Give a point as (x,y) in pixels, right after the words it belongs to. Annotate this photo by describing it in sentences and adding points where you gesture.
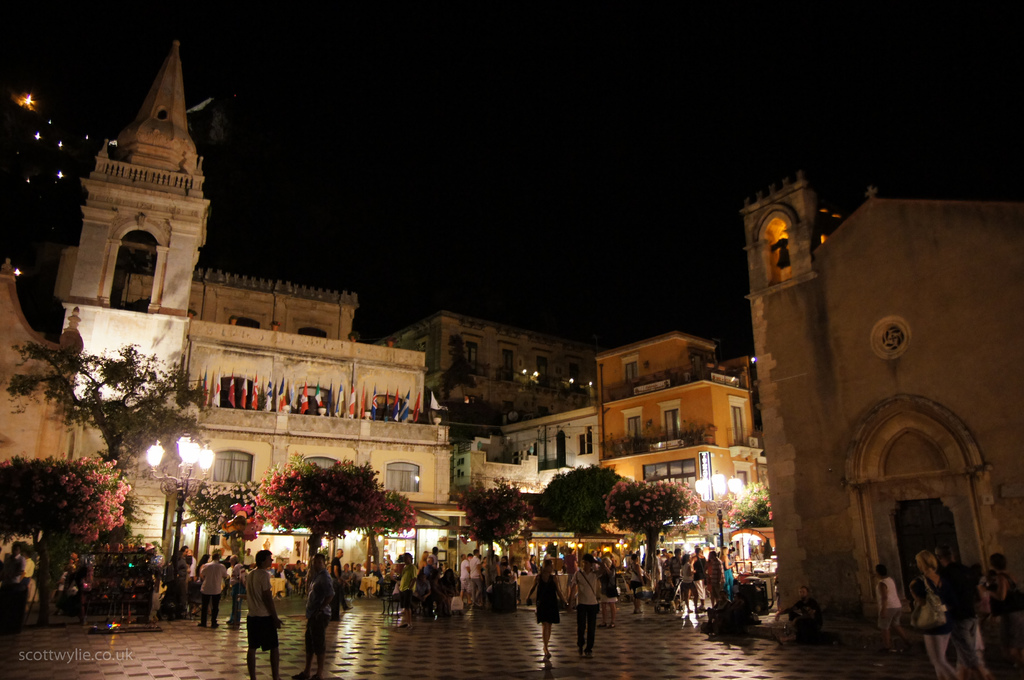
In this picture we can observe buildings (355,350) and trees (131,433). There are some flags (418,402) on this building (262,401). We can observe some people (257,628) on the floor (178,648). In the background (439,225) there is a sky (400,116) which is dark. We can observe a watermark (49,656) on the left side (51,661).
